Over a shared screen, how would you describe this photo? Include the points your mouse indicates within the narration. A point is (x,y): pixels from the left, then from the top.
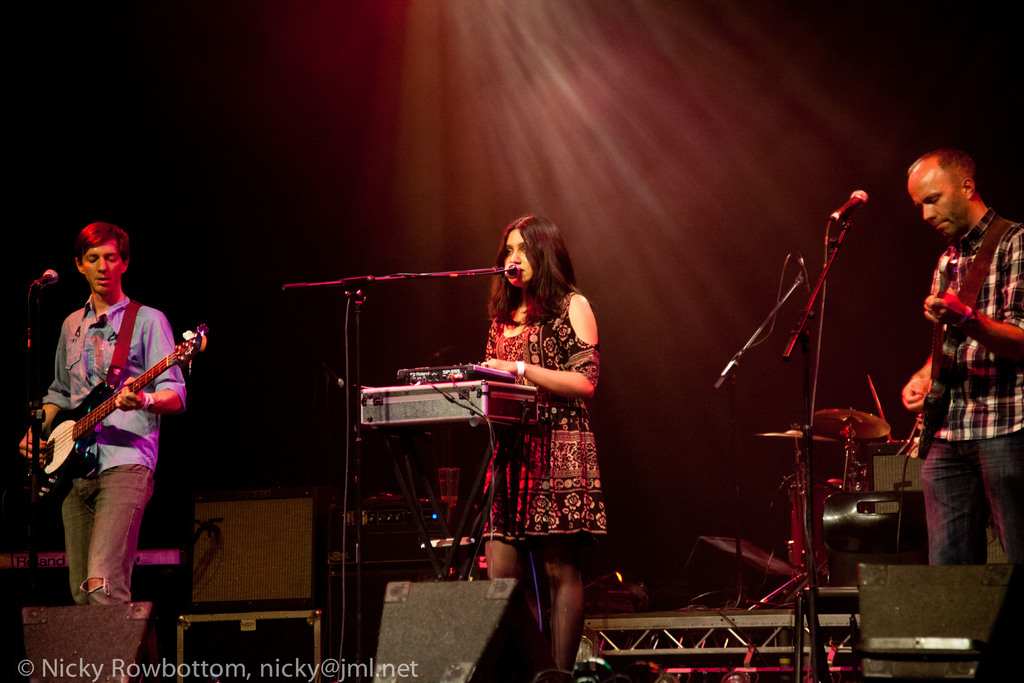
In this picture we can see woman (569,388) in middle (486,350) singing song on mic (511,266) and beside to her two man (175,376) holding guitar (103,413) in their hands (131,381) and playing it and in background (561,134) we can see light (545,133), drums (879,421).
